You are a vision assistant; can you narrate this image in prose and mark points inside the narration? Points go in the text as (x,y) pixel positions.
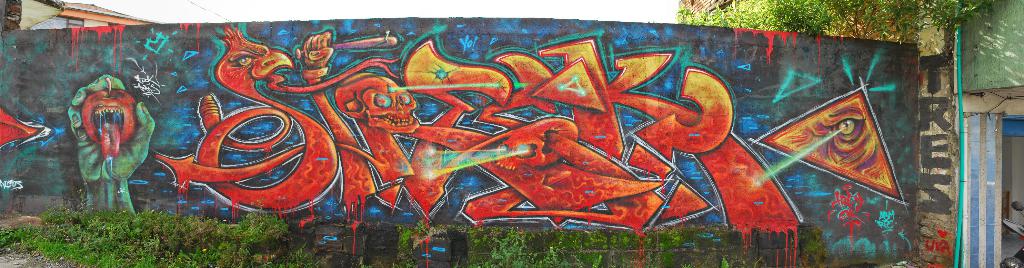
In the image there are different paintings (582,118) on a wall (868,85) and in front of the wall (18,160) there are small plants (178,235) and behind the plants (162,226) there is a tree (787,7).
